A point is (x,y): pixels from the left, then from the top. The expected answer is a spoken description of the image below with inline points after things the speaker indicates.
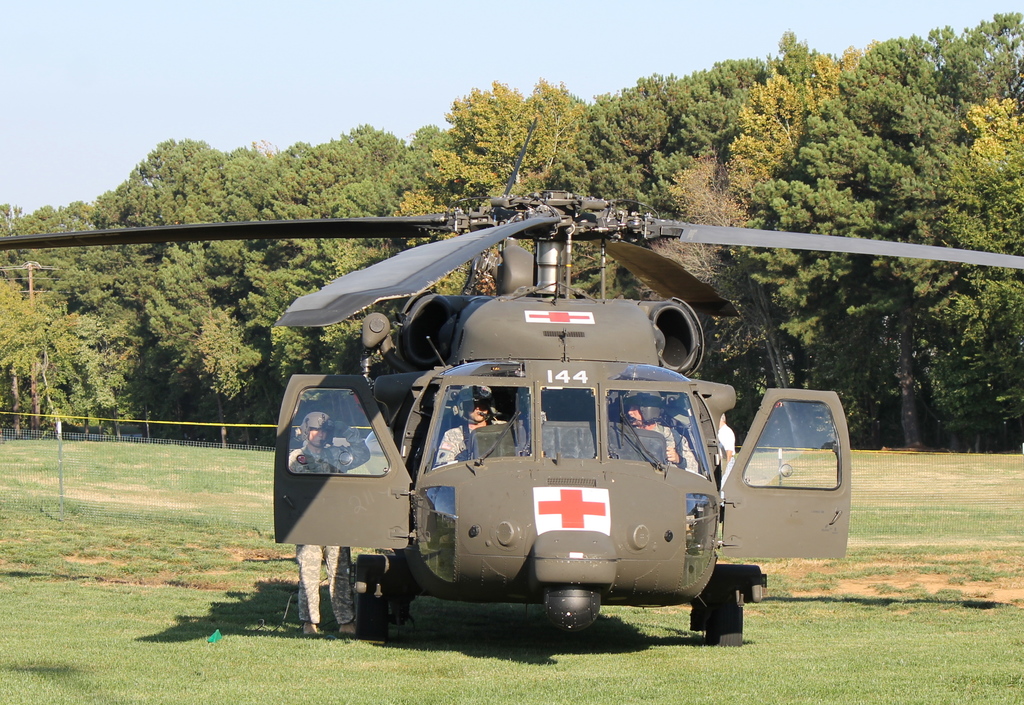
In this image we can see a helicopter (299,522), fence (78,448), persons (664,426) and other objects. In the background of the image (583,262) there are trees (610,111). At the top of the image (169,19) there is the sky (377,33). At the bottom of the image (691,645) there is the grass (781,658).
